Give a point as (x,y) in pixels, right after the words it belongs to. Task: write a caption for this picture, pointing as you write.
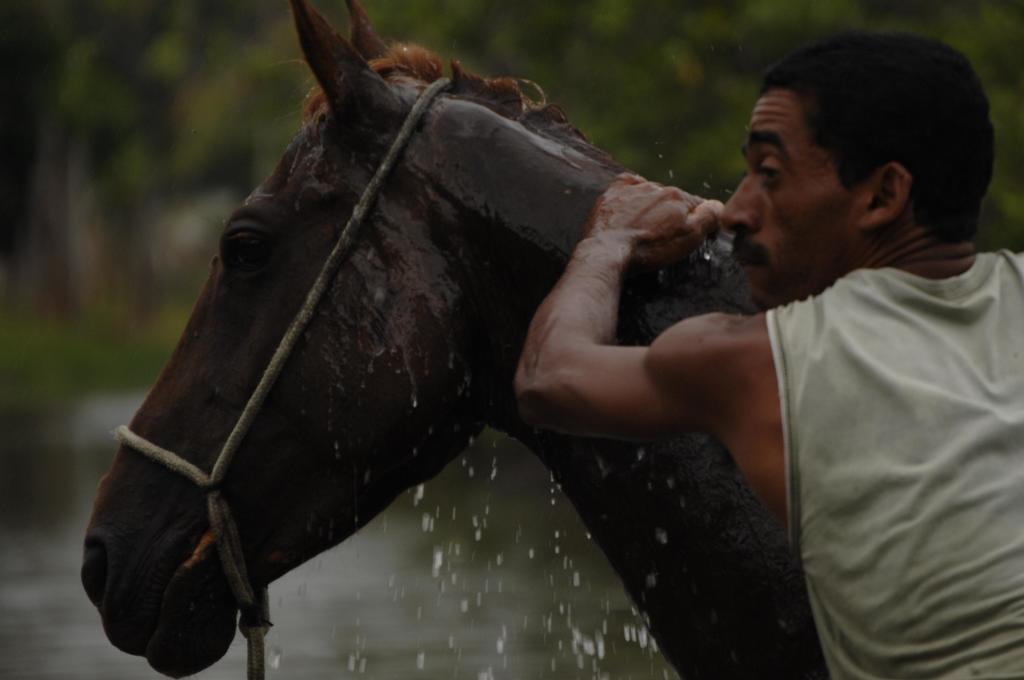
This picture is mainly highlighted with a horse (433,356) and a man (915,341) laid his hand (645,193) on the horse (715,581). We can see few droplets of water (575,594) here. The background (489,590) is very blurry.
